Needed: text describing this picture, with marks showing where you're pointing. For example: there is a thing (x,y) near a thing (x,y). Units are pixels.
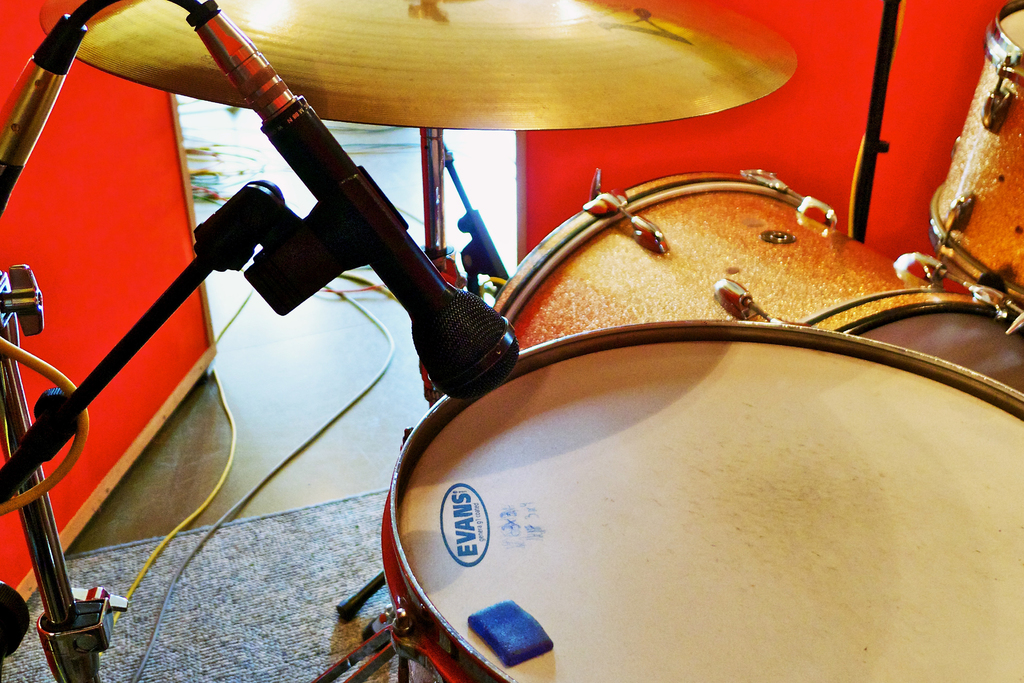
In this picture I can see the drums (662,301). On the left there is a mic (12,180). In the back (196,182) I can see some cables (223,332) on the floor (314,301), beside that I can see the red wall (793,141).
